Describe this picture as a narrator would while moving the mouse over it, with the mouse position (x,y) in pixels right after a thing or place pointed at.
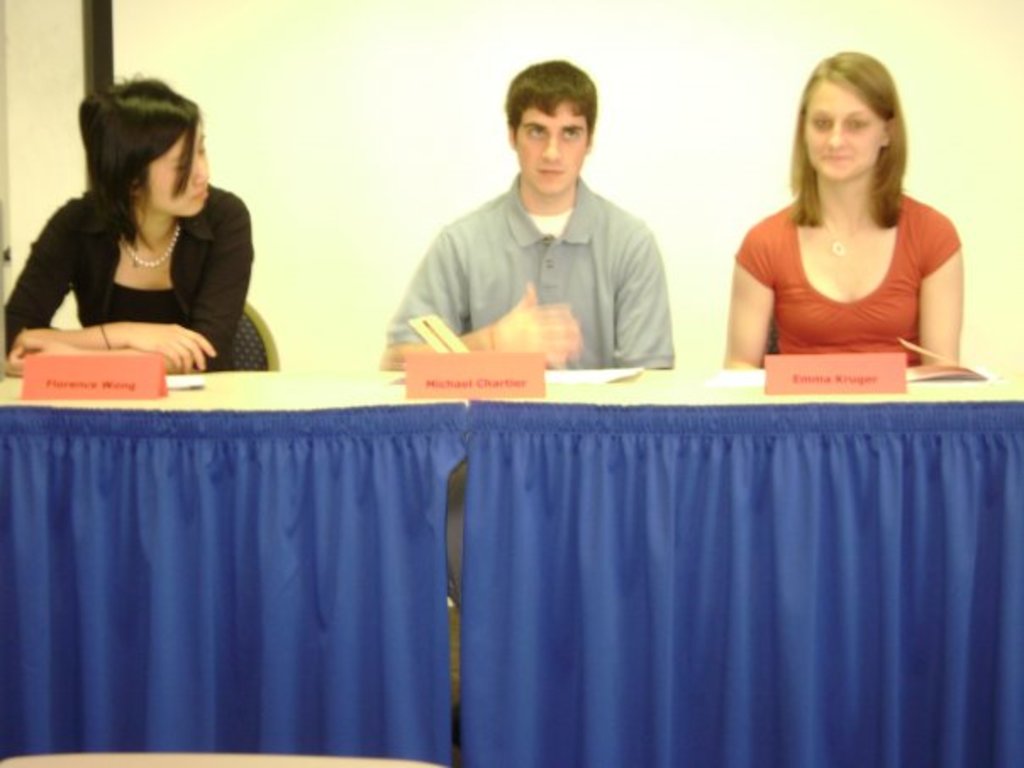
In this picture there are two women (246,225) and a man (600,362) in front of the table (888,408). There are name boards (900,378) kept on the table (569,570).
